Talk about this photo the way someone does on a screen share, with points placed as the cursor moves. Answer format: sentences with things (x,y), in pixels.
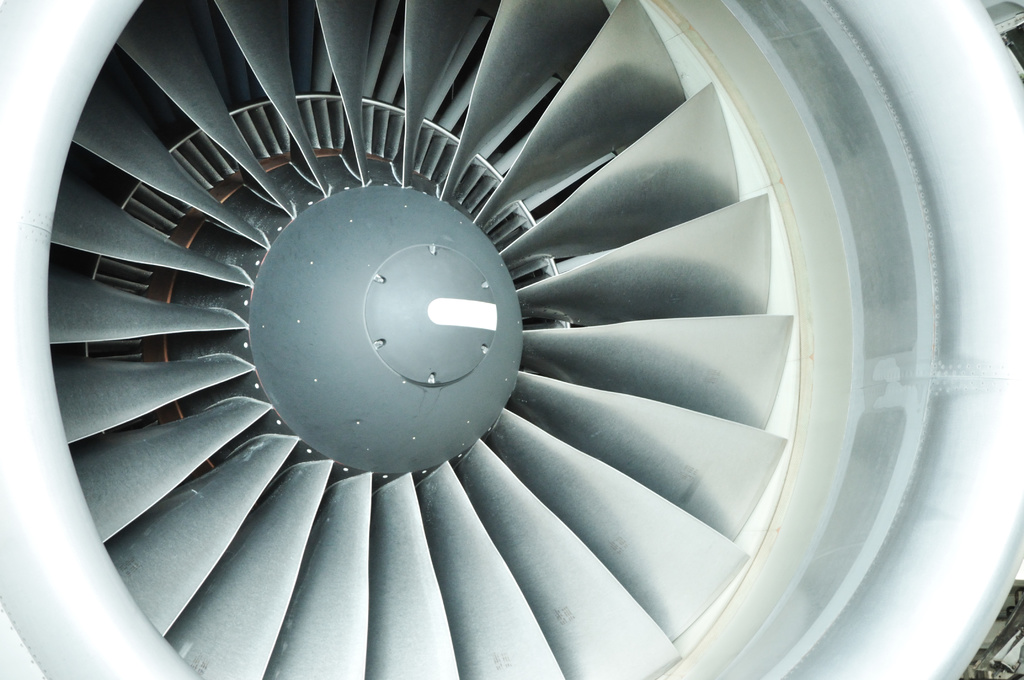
In this image we can see the turbine jet engine (504,265).
